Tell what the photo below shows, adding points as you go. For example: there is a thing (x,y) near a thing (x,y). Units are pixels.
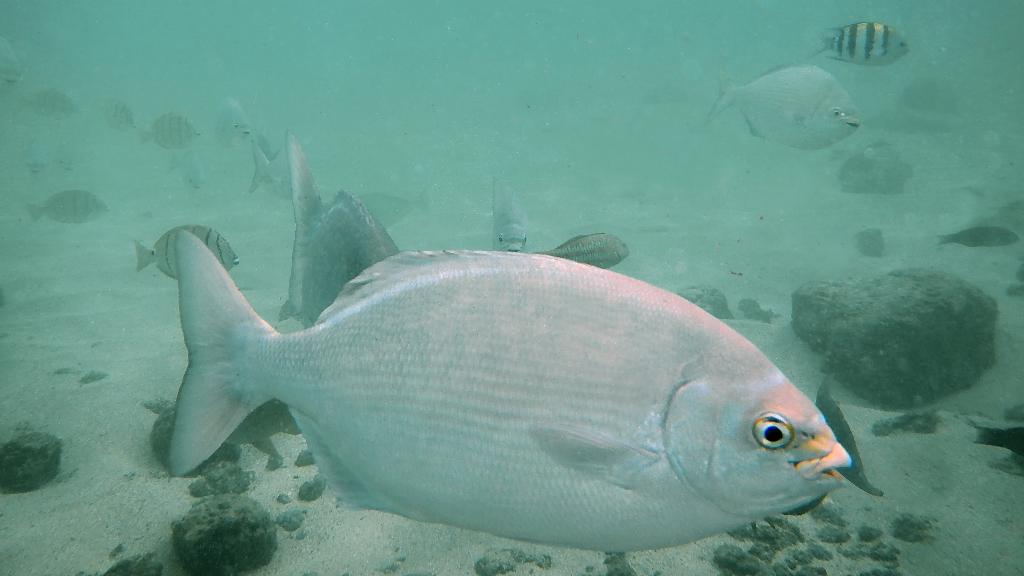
In the middle of this image (636,313), there is a gray color fish (411,312) in the water (188,79). On the left side (67,436), there are stones (207,535) and sand (58,317) on the underground (248,489). On the right side (860,497), there are stones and sand (999,346) on the underground (1008,519). In the background (764,139), there are other fishes (176,242) in the water (556,139). And the background (338,46) is blue in color.
